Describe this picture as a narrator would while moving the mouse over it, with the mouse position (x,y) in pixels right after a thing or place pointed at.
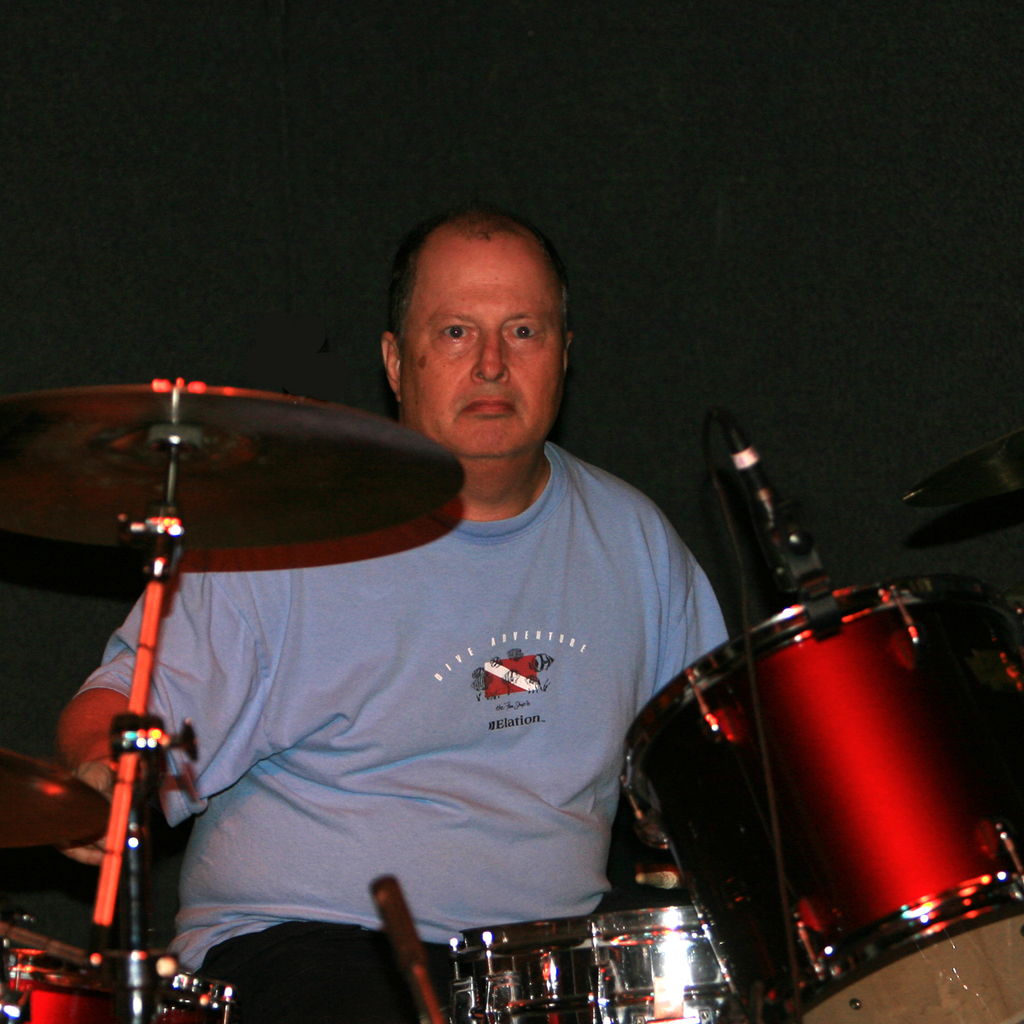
In this image there are drums (1004,788), crash cymbal (105,414) on the cymbal stand (144,761), and at the background (161,792) there is a person (287,936) sitting.
